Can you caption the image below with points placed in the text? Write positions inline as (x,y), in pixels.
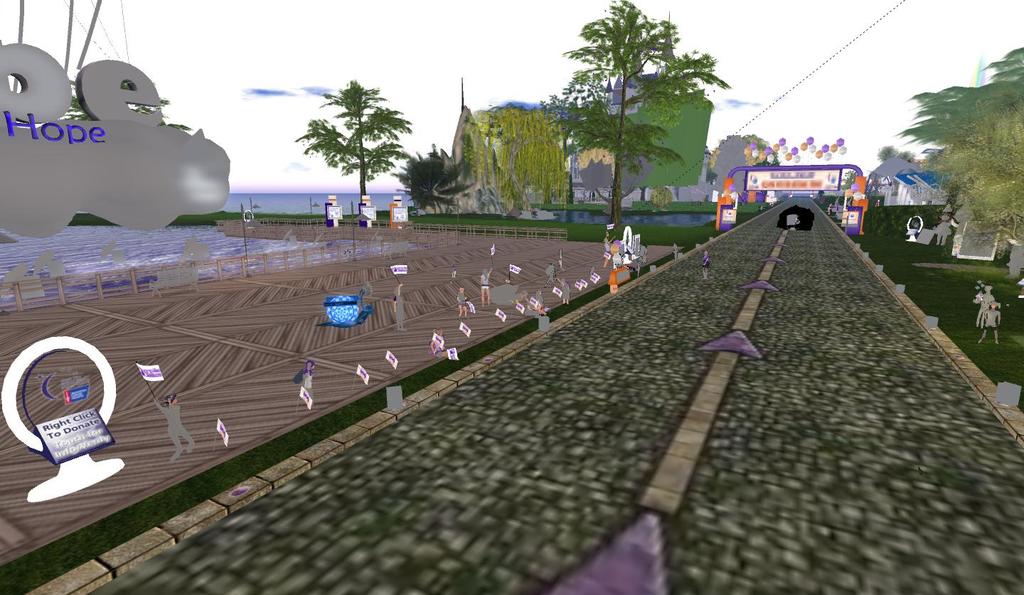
It is an animated picture. Here there is a road (628,483), a group of people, flags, platform (175,323), some objects (60,463), trees (1002,176), hoarding (831,190), balloons (856,190), water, house (939,198), grass (939,277) and sky (307,43).
